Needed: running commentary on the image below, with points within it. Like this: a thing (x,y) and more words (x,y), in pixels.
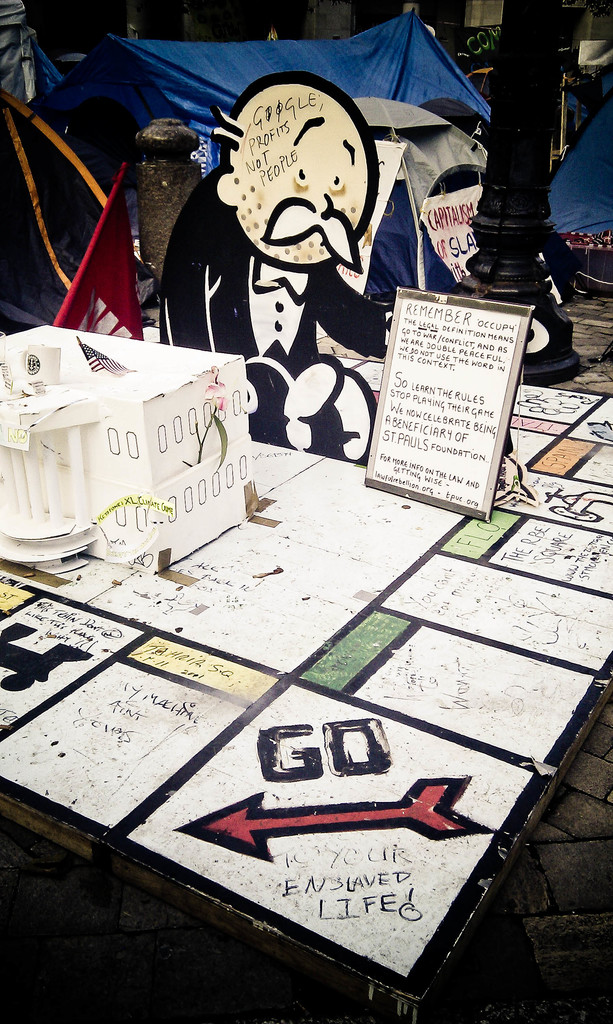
In this image, we can see a table (349,715) with some painting (337,669) and some text (276,729) written on it. On the right side of the table (485,766), we can see a board (502,368) with some text (502,327) written on it. On the left side (45,476), we can see a box (90,442) and a flag (121,365). In the background of the table (304,466), we can see a painting (257,299) of a person (350,206) sitting. In the background (100,69), we can also see huts (398,232), hoardings (475,253), pillar (515,230).
